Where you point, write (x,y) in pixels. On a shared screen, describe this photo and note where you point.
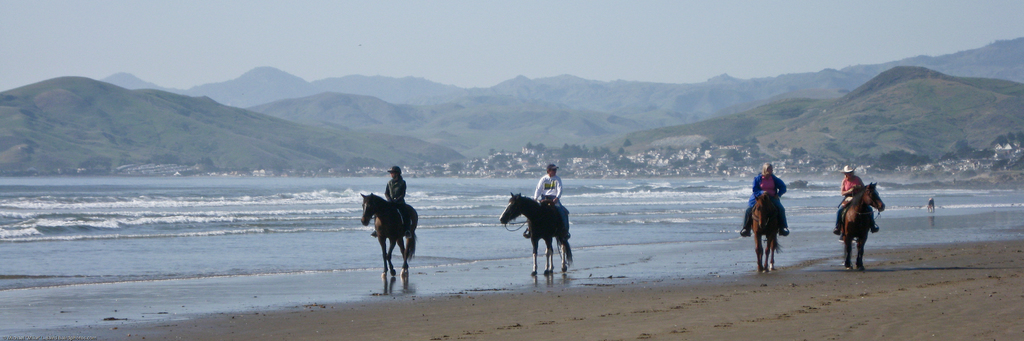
In this image I see 4 horses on which there are people (391,196) sitting on it and I see the sand (280,322) and I see the water (634,221). In the background (148,110) I see the mountains (476,93) and the sky (549,46) and I see an animal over here.
